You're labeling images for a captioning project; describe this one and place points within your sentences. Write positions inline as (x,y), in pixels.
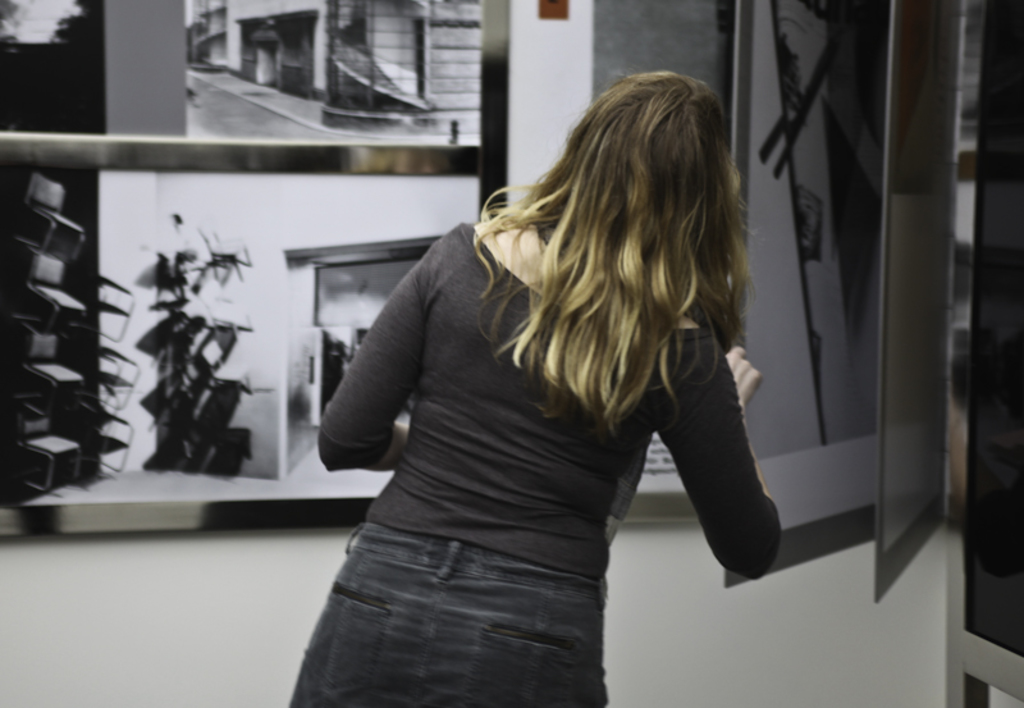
In this image I see a woman (585,223) who is wearing black top (450,426) and jeans (364,613) and I see the wall (161,554) and I see few black and white images (315,44) in the background (531,173).
